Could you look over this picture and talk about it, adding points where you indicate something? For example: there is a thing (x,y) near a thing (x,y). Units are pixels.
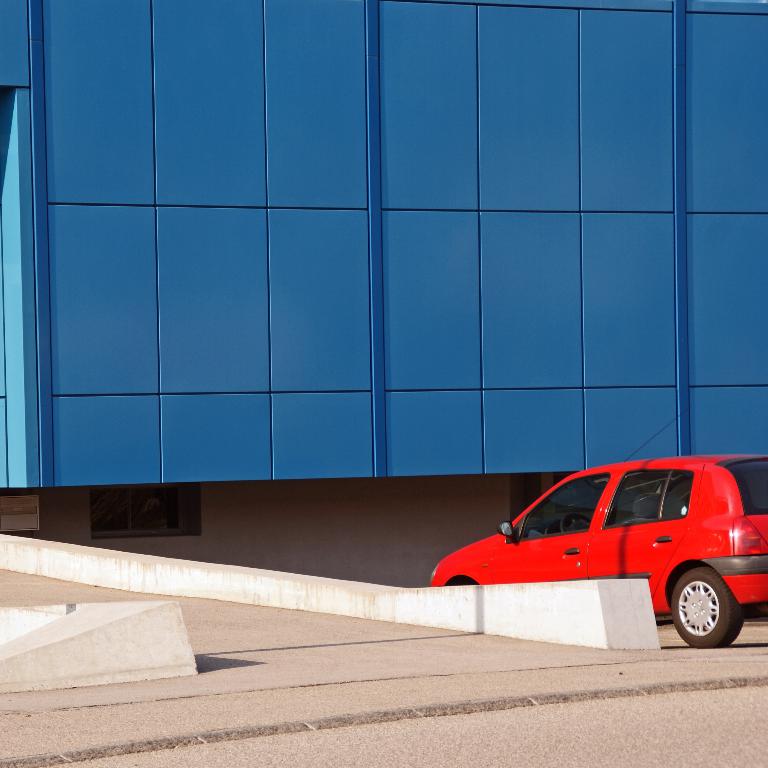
In the image there is red car (588,550) parked on road (461,719) on the right side (645,522), in front of it, it seems to be a building (202,270) in blue color, on the left side (231,635) it's a road (174,599).
